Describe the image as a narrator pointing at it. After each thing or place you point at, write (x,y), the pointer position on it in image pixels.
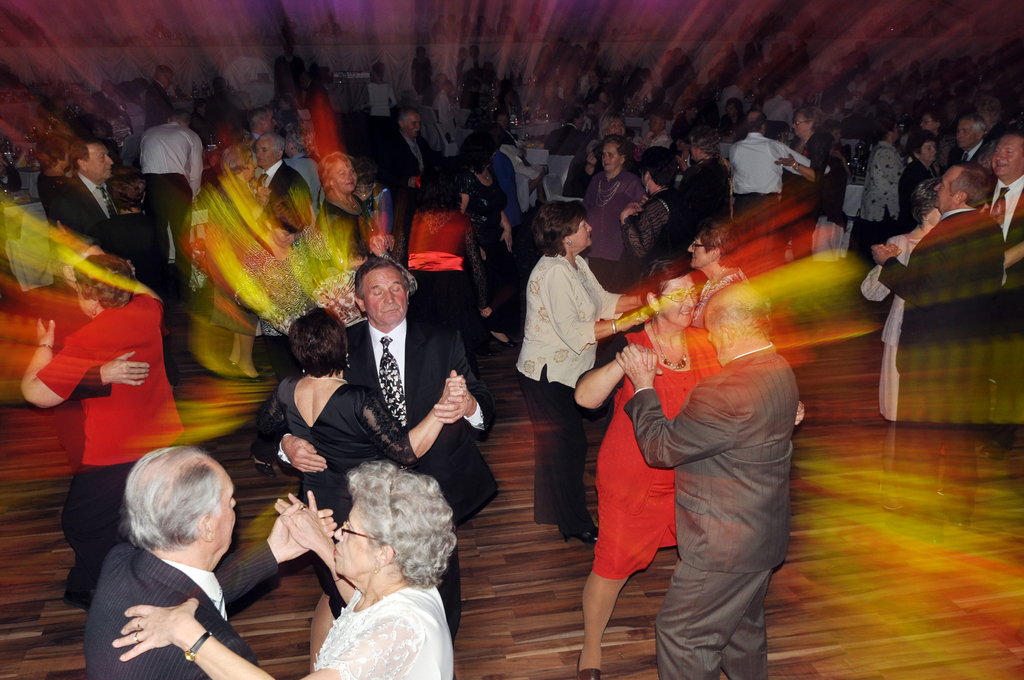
In this image there are a group of people (717,309) who are dancing, and in the background (634,91) there are some people (774,94) who are sitting on chairs (561,164) and also there are some tables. On the tables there are some glasses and plates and some people (225,150) are standing. At the bottom (535,598) there is a floor (520,595).
